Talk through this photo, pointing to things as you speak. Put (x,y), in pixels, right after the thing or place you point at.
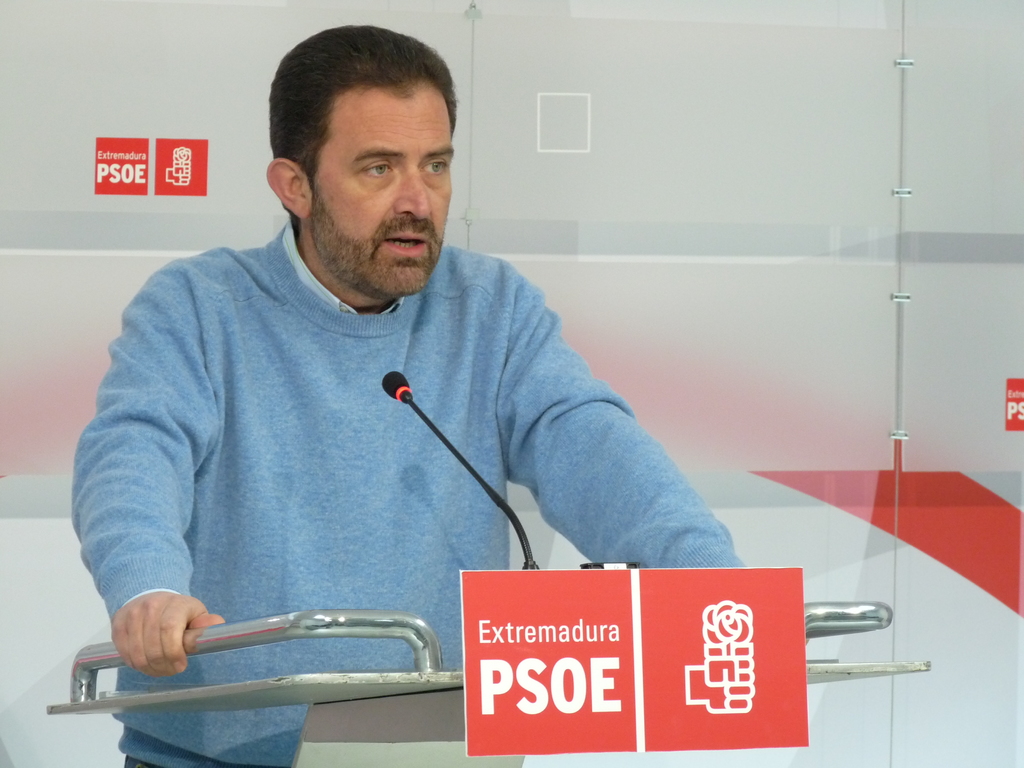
In the center of this picture (442,351) there is a man (270,344) wearing blue color sweater (345,394) and standing behind a podium (430,709) and we can see a microphone (420,416), metal rods (364,629) and the text (602,686) on the posters (696,665).
